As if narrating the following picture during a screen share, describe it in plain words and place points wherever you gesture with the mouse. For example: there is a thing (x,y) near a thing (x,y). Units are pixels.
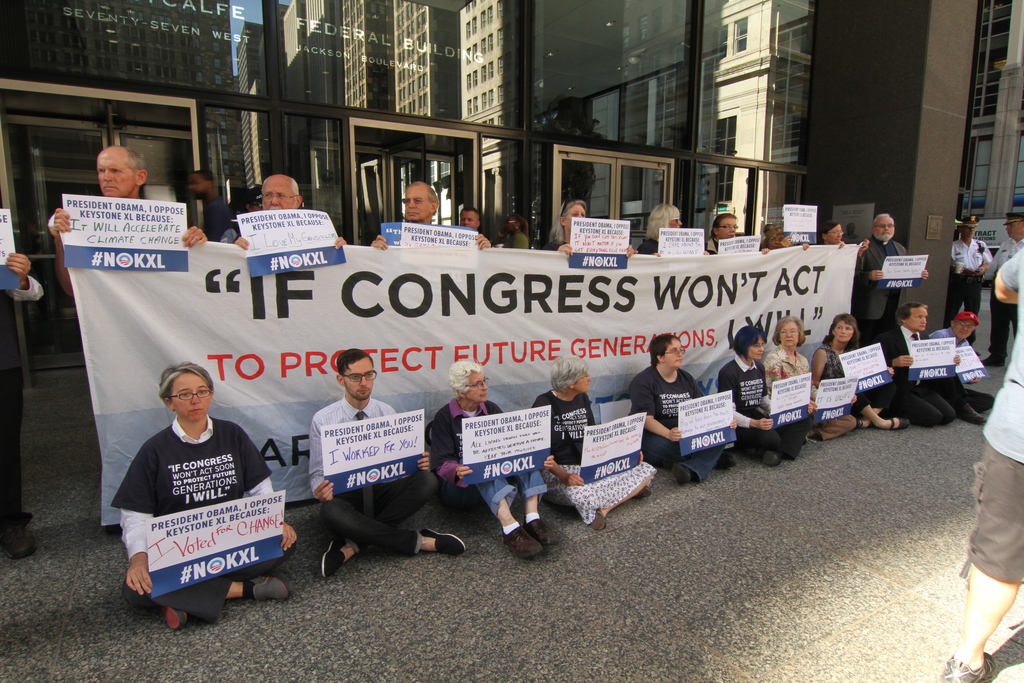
In the image few people (204,398) are standing and sitting and holding banners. Behind them there is a building (616,194).
